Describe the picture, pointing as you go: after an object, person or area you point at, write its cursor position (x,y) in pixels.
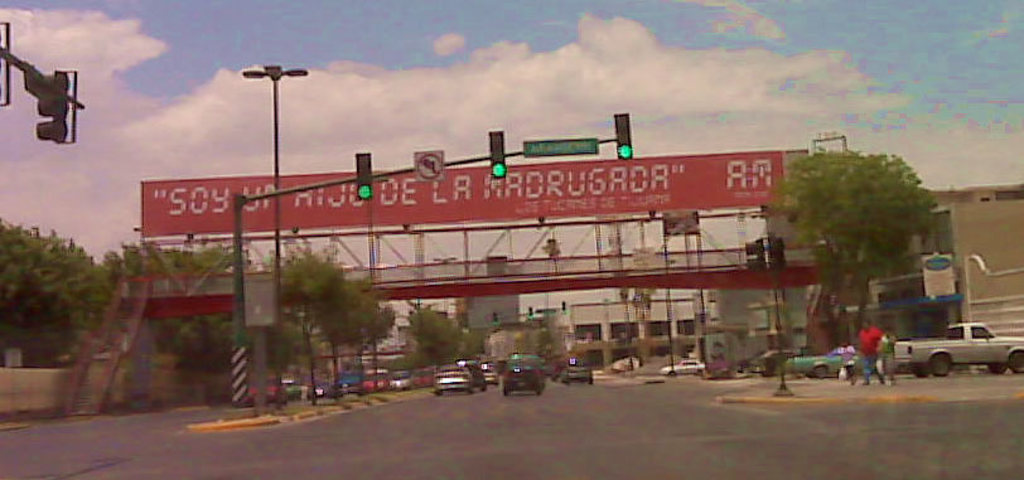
In this image I can see few vehicles (452,389) on the road (536,419). I can see traffic lights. At the top (554,99) I can see clouds (554,99) in the sky (554,99). I can see few trees (353,334).
